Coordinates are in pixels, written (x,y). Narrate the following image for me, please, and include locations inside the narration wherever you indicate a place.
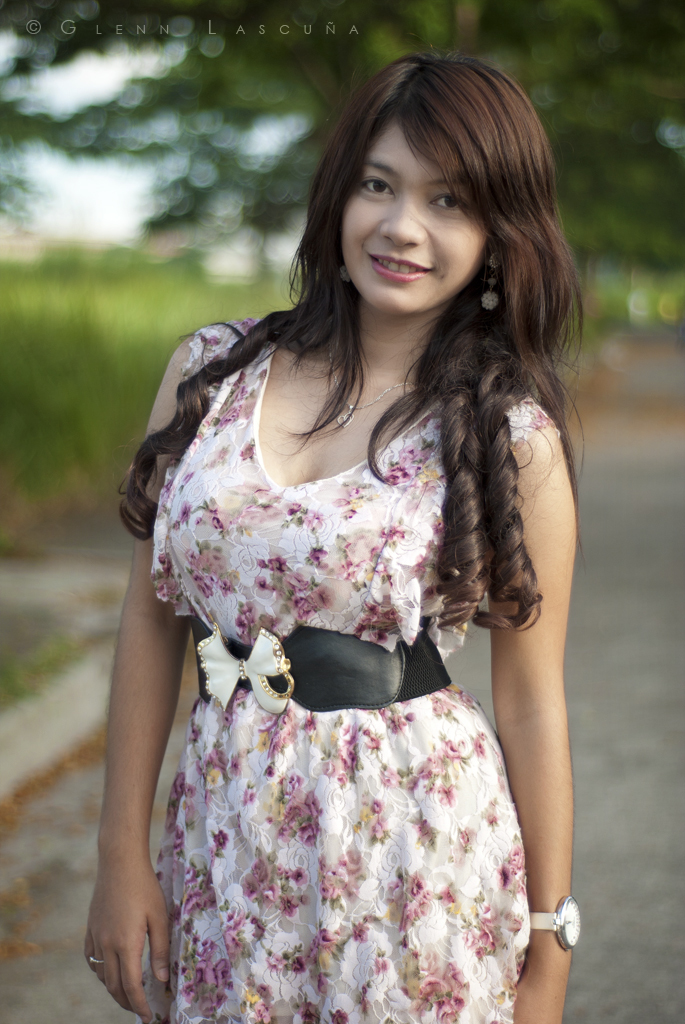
This image consists of a woman (403,539). She is standing. She is wearing a watch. There are trees (286,201) behind her.
